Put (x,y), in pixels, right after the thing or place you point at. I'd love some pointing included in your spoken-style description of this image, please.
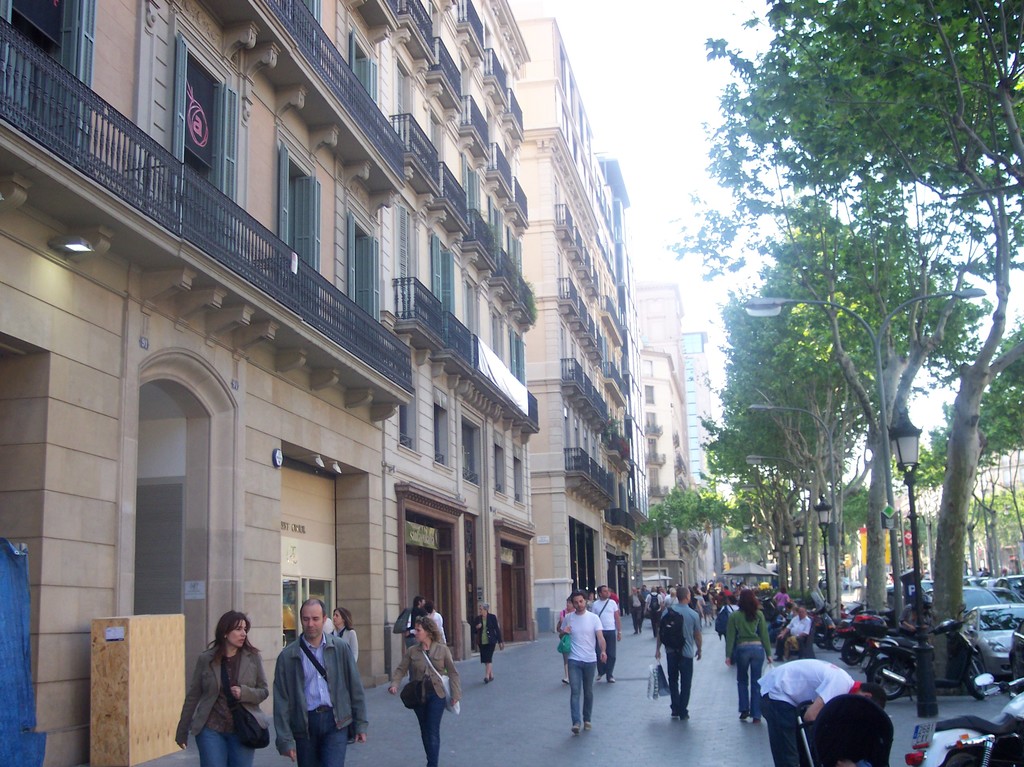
In this image there are buildings (629,406) and trees (875,462). We can see lights (902,442) and poles (802,556). There are people (417,660) walking and we can see vehicles (951,628) on the road (961,712). In the background (644,39) there is sky (658,124).
